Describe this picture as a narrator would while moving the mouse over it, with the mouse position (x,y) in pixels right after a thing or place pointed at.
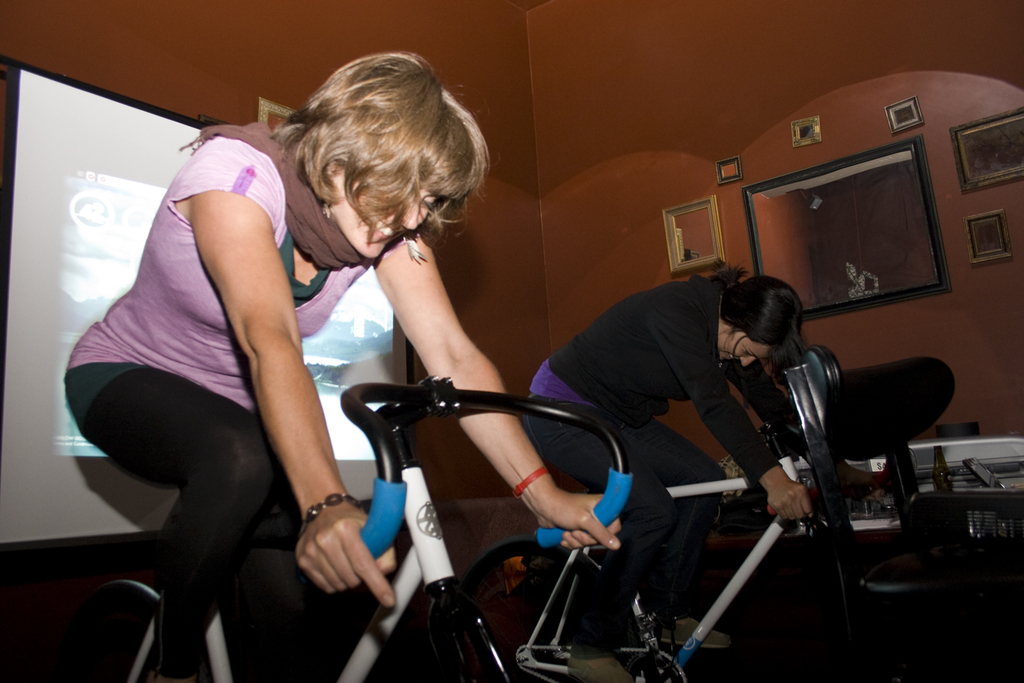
In this image I can see a woman (197,382) wearing pink and black colored dress (197,382) and another woman (569,393) wearing black and purple color dress (623,387) are riding bicycles (571,567). In the background (886,165) I can see the wall (674,24), few frames (890,192) attached to the wall (603,14), a chair (909,430) and a projection screen (97,241).
